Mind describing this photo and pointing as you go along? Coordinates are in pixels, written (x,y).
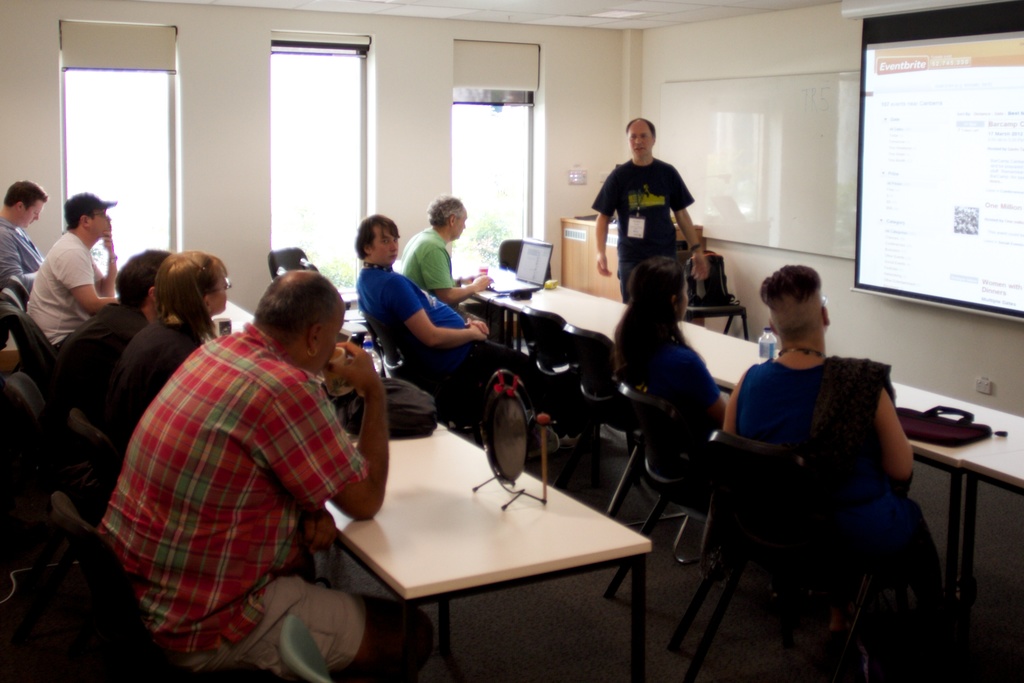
In this image I see few people (435,244) sitting on the chairs (24,295) and there are tables (1015,442) in front of them. I also see there is a man (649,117) standing over here. In the background (579,210) I see the screen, wall (599,103) and the windows (89,136).
